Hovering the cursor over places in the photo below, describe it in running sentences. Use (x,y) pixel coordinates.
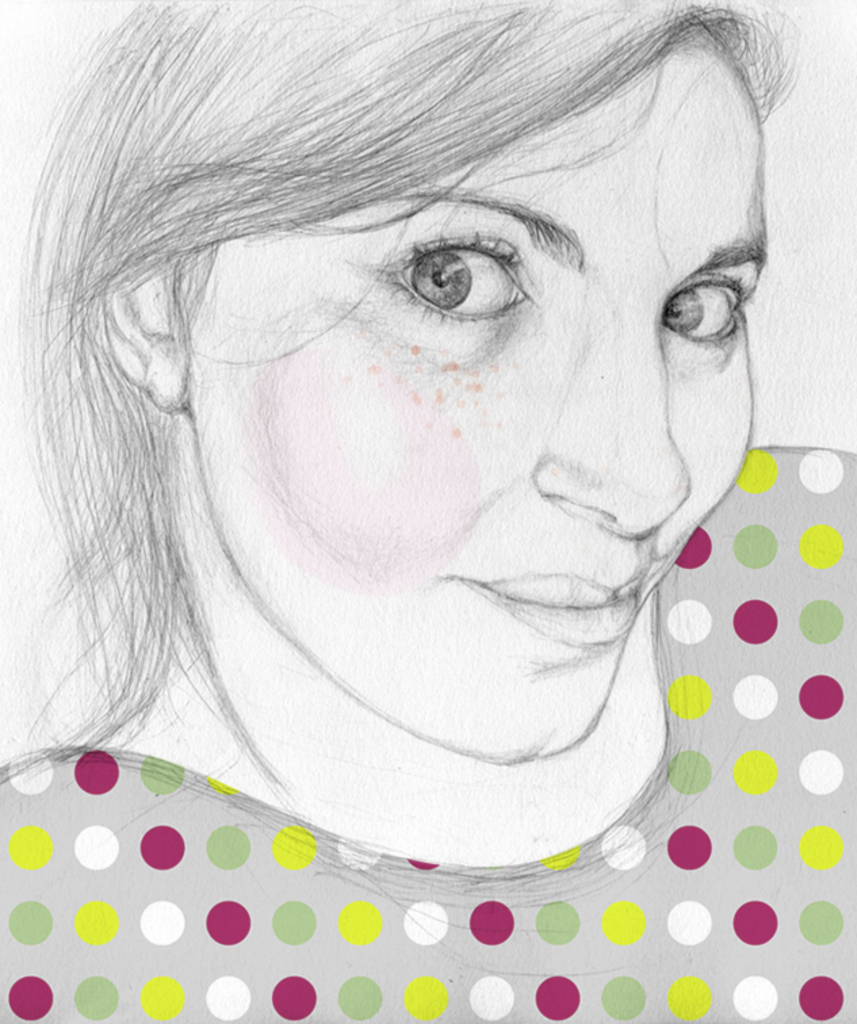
As we can see in the image there is a rough pencil sketch (420,504) of a woman (449,519) and she is wearing a ash colour top (779,895) with polka dots (740,786) on it. The polka dots (88,771) are in red, white, yellow and green colour.
